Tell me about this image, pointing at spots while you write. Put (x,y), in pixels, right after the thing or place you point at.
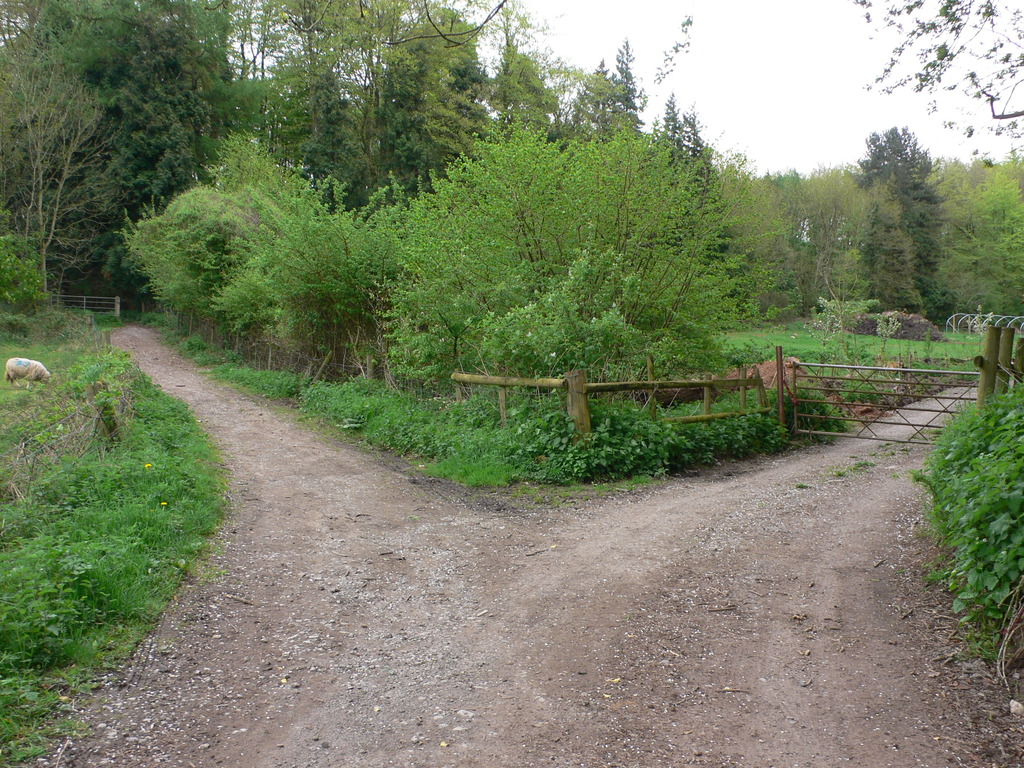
In this picture there is a boundary (831,379) on the right side of the image (738,416) and there is greenery (472,3) around the area of the image.
